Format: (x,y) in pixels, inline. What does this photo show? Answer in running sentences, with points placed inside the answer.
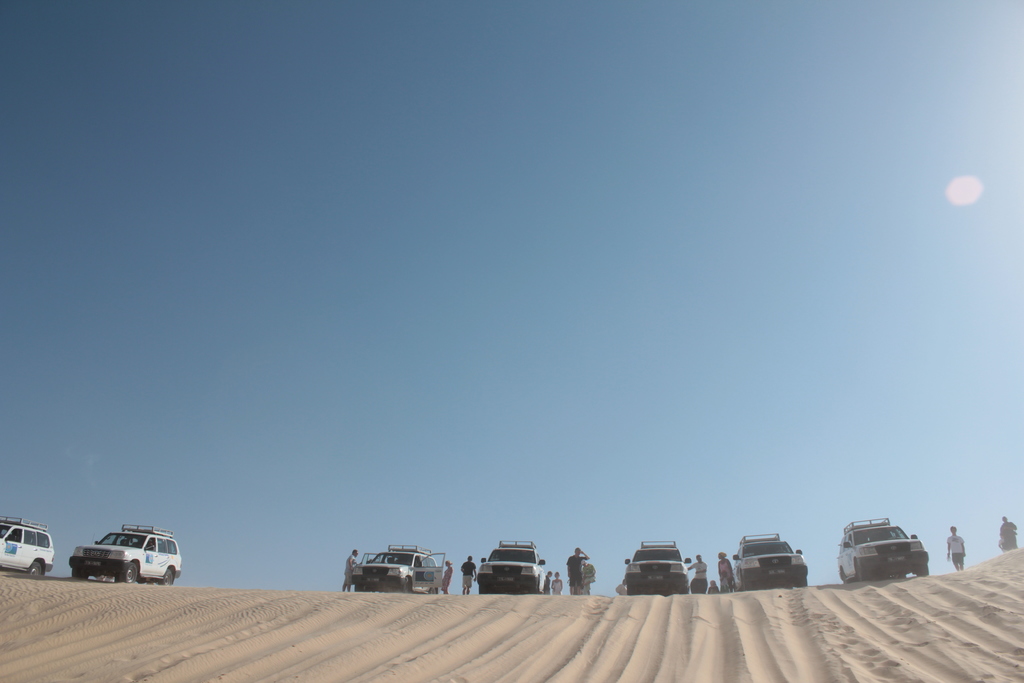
In this picture there are cars (49,544) and people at the bottom side of the image (8,528), on a sandy floor (753,676) and there is a bright spot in the sky (510,336).
